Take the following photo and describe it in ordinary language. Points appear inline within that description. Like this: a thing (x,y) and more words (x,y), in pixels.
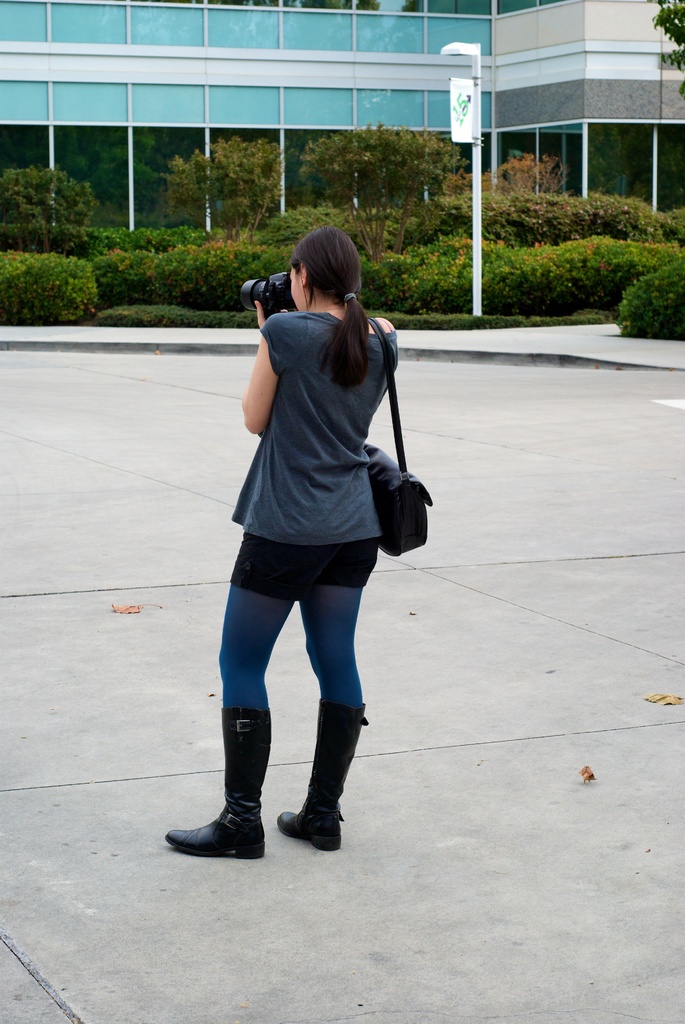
This is the woman (336,638) standing and holding a camera (276,301). I think she is clicking the pictures. She wore a T-shirt (307,450), bag (393,501), shorts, tights (257,655) and shoes (257,771). These are the bushes (201,258) and trees (397,184). This looks like a street light (472,50). Here is the building (319,115) with the glass windows (389,24).
